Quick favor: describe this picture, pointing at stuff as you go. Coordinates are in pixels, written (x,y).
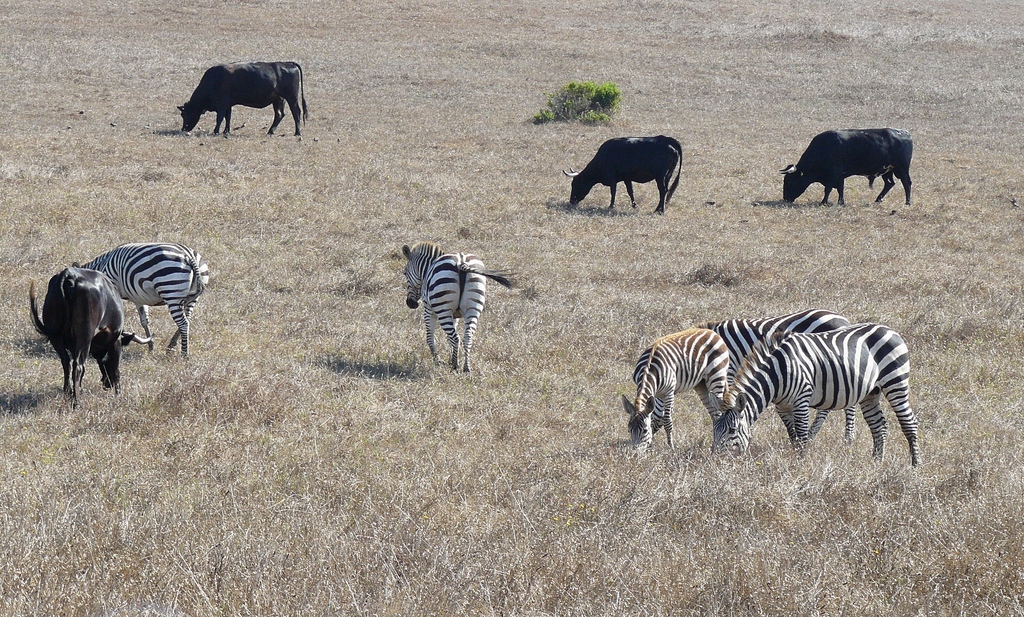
In this image there are zebras (177,300) and cattle (184,129) standing on the ground (327,330) and grazing. There are plants (580,117) and grass (352,458) on the ground (279,296).
